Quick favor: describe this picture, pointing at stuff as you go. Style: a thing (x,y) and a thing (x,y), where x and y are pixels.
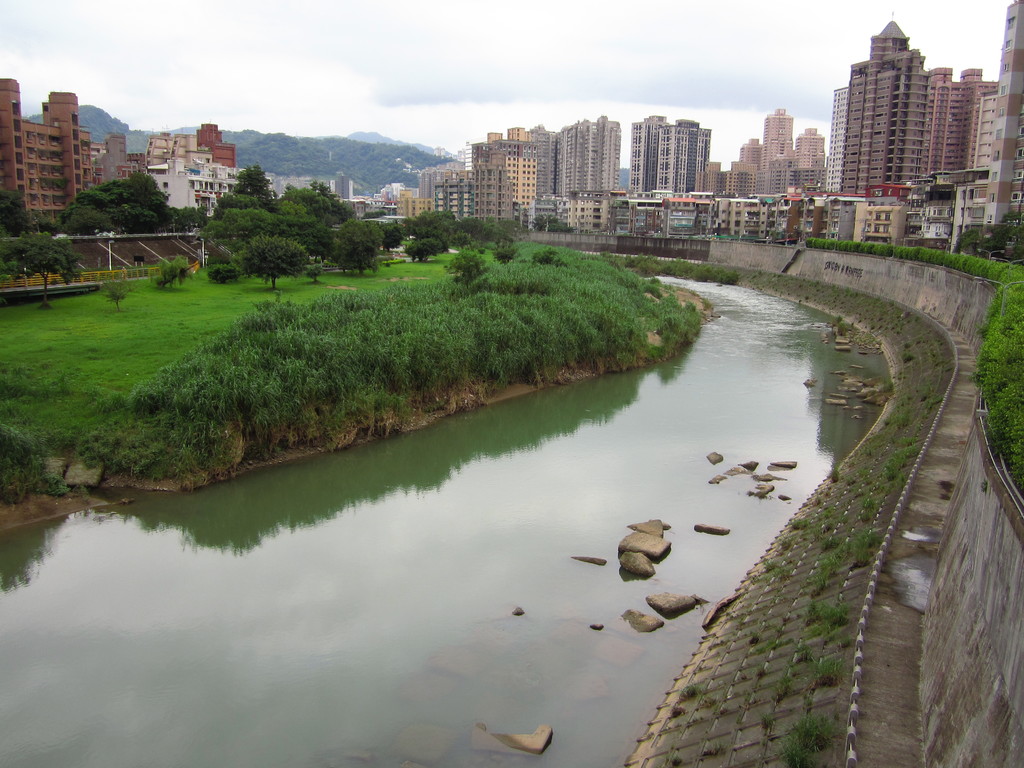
In this image there is a river (504,435) in the middle (419,473) beside that there is grass (145,342) and trees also there are so many buildings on the other side of river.
